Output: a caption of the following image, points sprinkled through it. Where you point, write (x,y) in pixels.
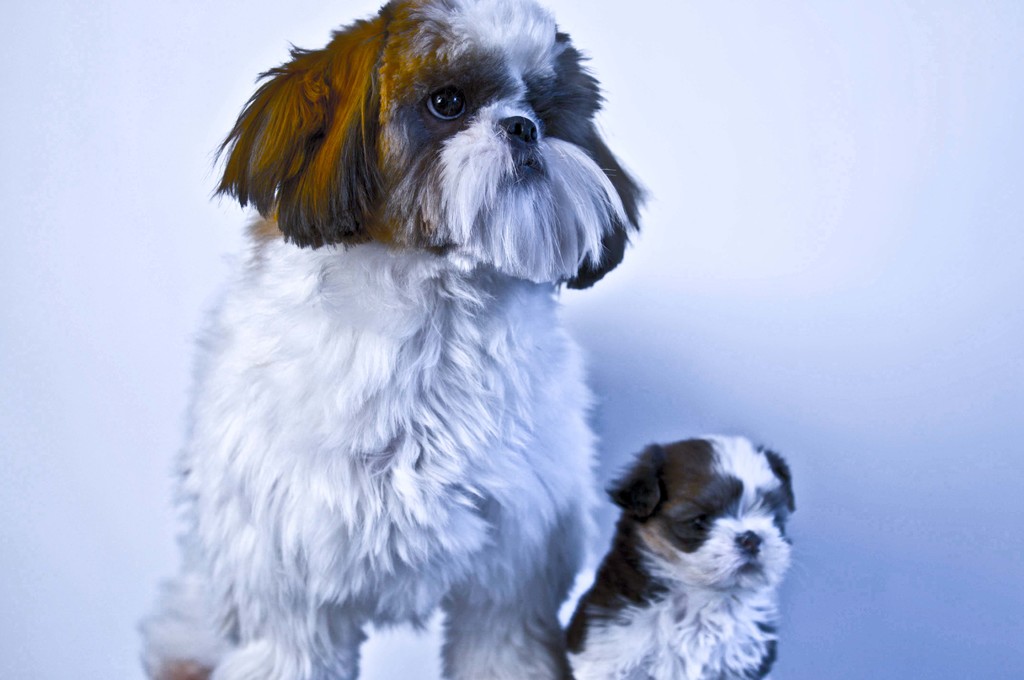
In this image we can see dogs (563,470).
